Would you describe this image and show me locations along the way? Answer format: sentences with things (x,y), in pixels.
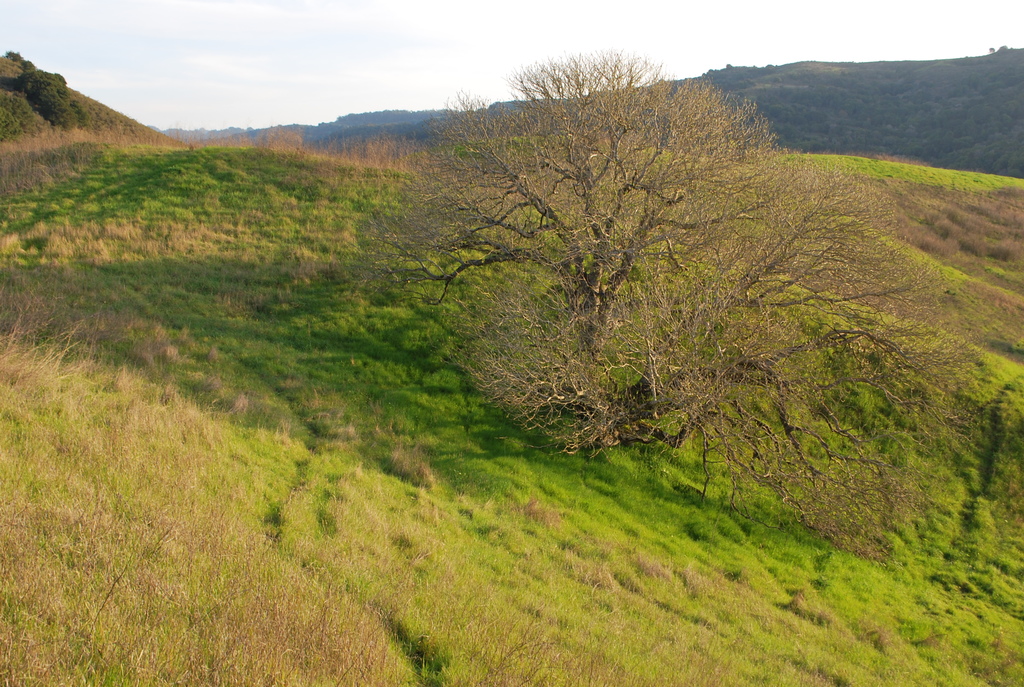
In this image we can see hills (247,219), trees (487,240), plants (312,401), grass (340,384) and sky (297,79).
